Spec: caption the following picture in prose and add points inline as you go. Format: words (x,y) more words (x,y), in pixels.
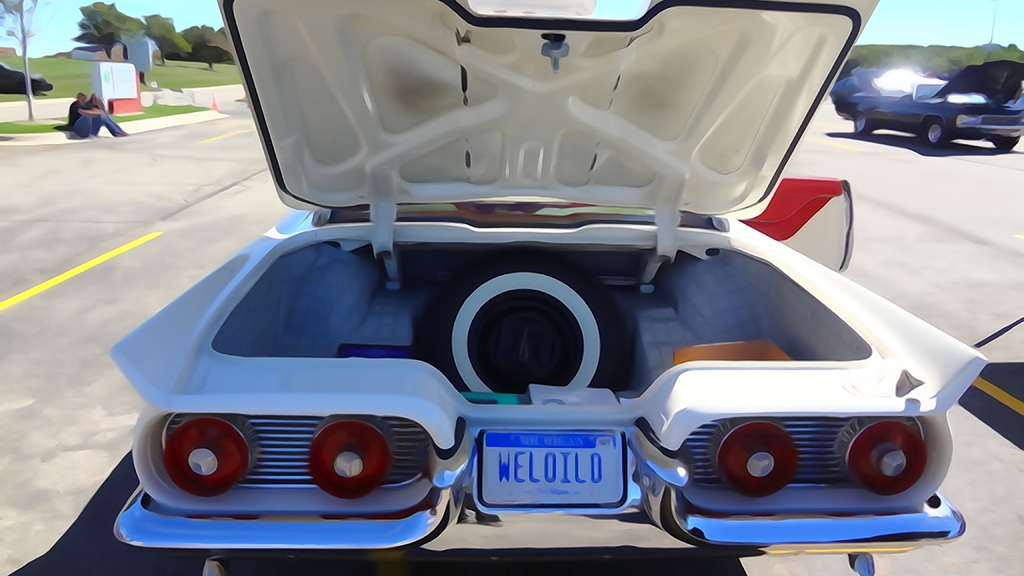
This image is a sketch art as we can see there is a car (561,353) in middle of this image (641,278) and right side of this image (991,122) as well. There is one person (88,115) sitting at left side of this image (80,105) and there are some trees (199,50) in the background (197,37), and there is a road (78,381) at bottom of this image (32,446).
